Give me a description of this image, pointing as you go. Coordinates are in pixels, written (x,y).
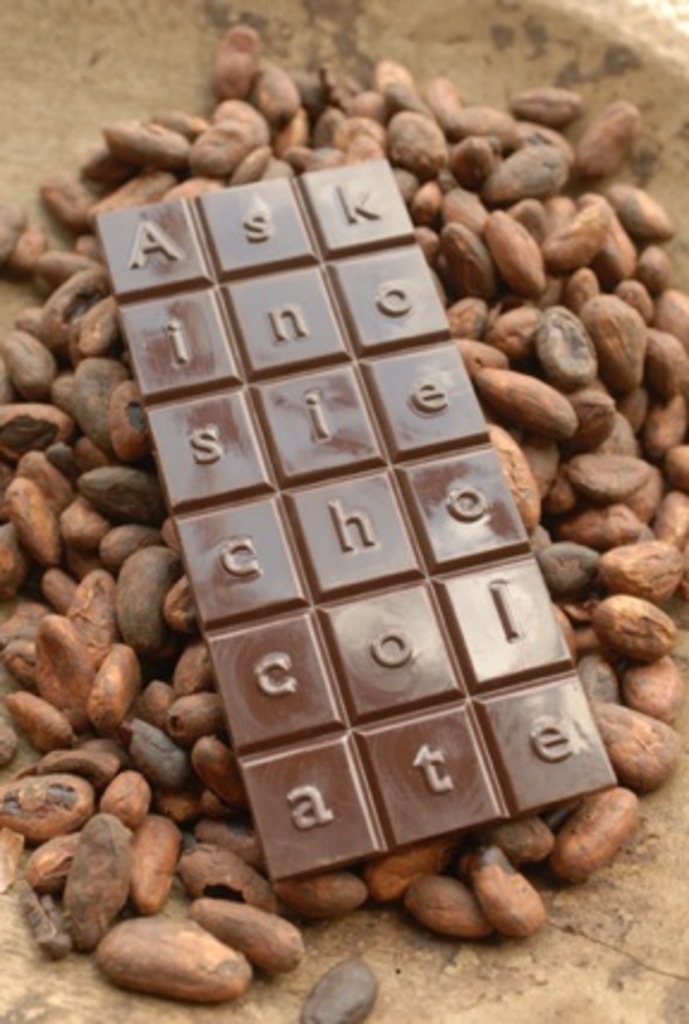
In this image we can see a chocolate (278,544) on the nuts (54,497).
